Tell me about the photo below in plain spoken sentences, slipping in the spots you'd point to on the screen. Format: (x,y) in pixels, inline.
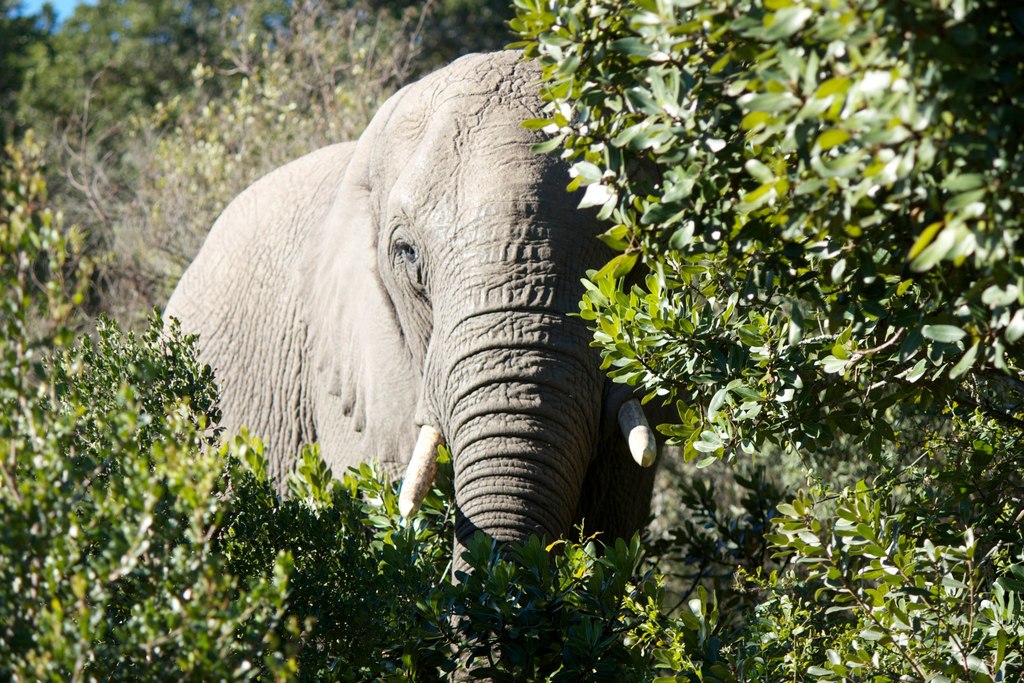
In this picture there is an elephant (397,212) standing. At the back (91,14) there are trees (319,41). At the top (43,0) there is sky (58,5).
